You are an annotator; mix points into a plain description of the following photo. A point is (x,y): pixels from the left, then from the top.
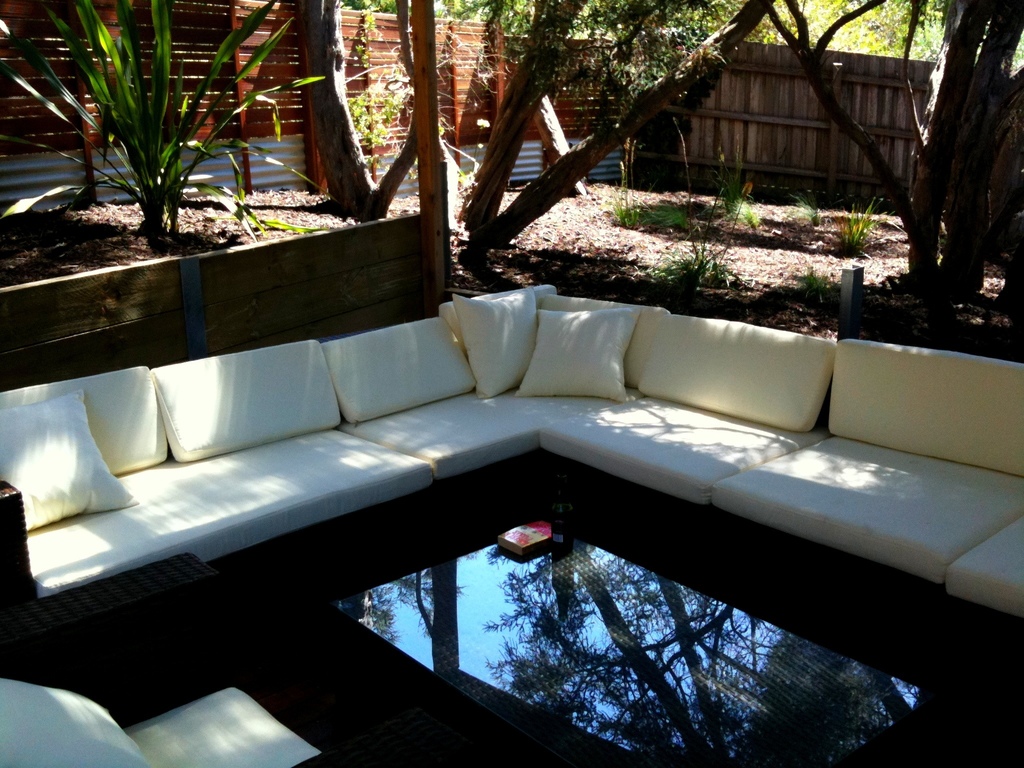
In this picture there is a beautiful sofa (158,464) in the out door which is yellow in color the cushions (224,395) are also yellow in color but the sofa (224,549) is in brown in color and there is glass center piece table (598,641) and in the back ground (459,171) i could see some trees (412,117) and a wooden fence (719,119).
